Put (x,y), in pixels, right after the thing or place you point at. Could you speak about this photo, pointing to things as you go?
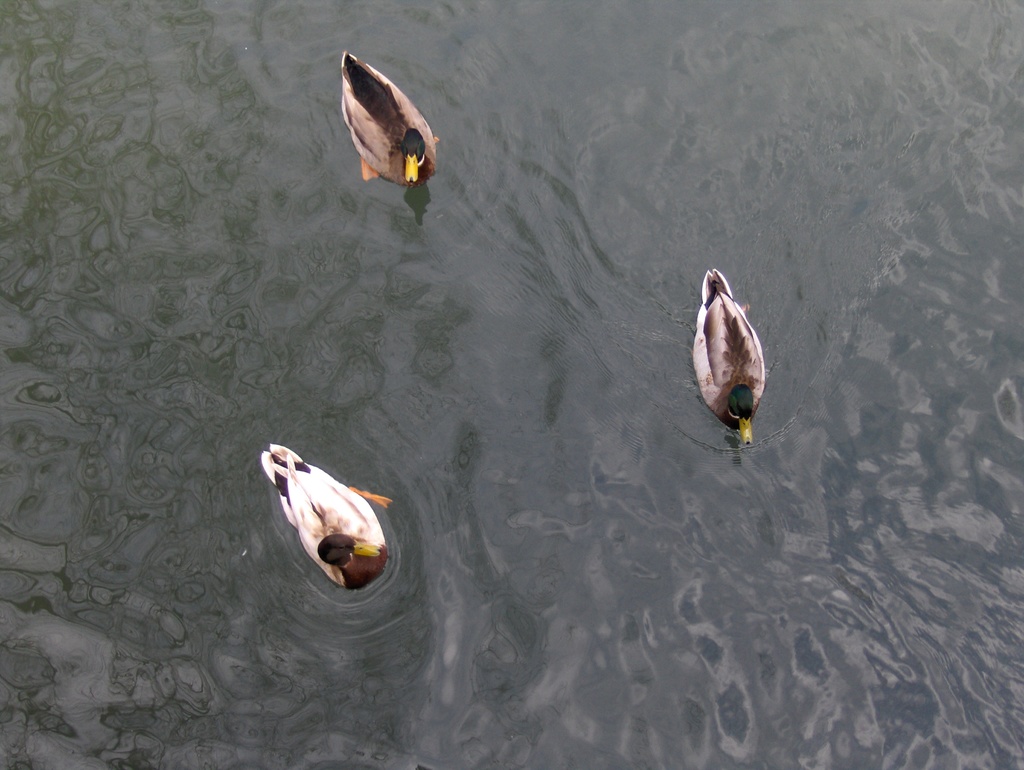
The picture consists of water (931,354), in the water (418,98) there are ducks (336,538).
